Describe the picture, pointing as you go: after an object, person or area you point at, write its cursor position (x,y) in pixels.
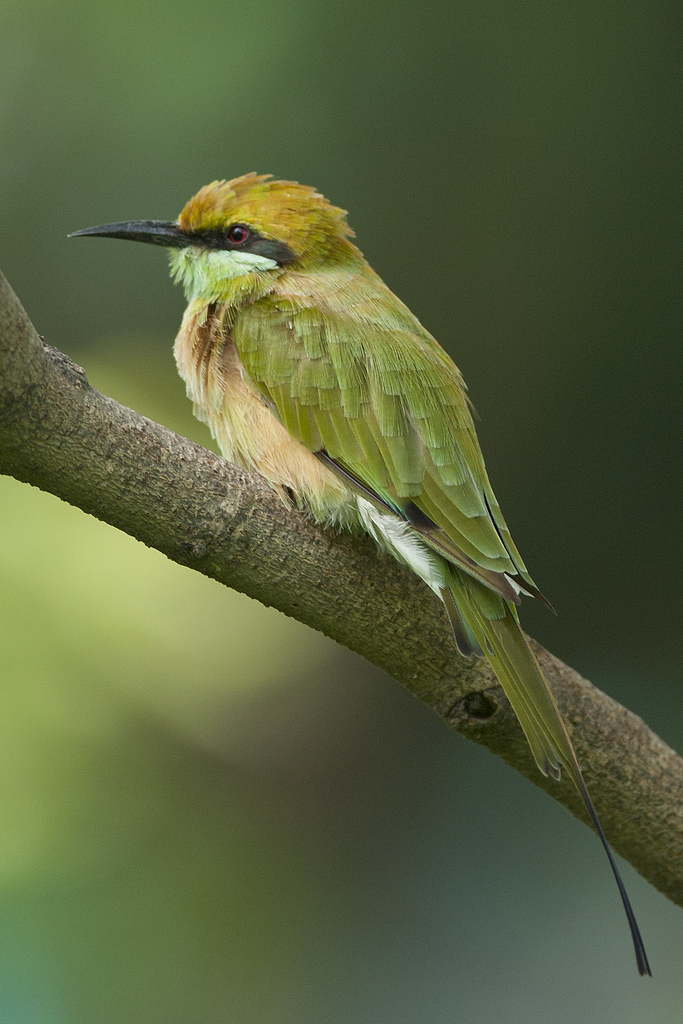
In this image there is a bird (462,566) on the branch (60,362) of a tree (408,601) and the background of the image (544,51) is blur.
